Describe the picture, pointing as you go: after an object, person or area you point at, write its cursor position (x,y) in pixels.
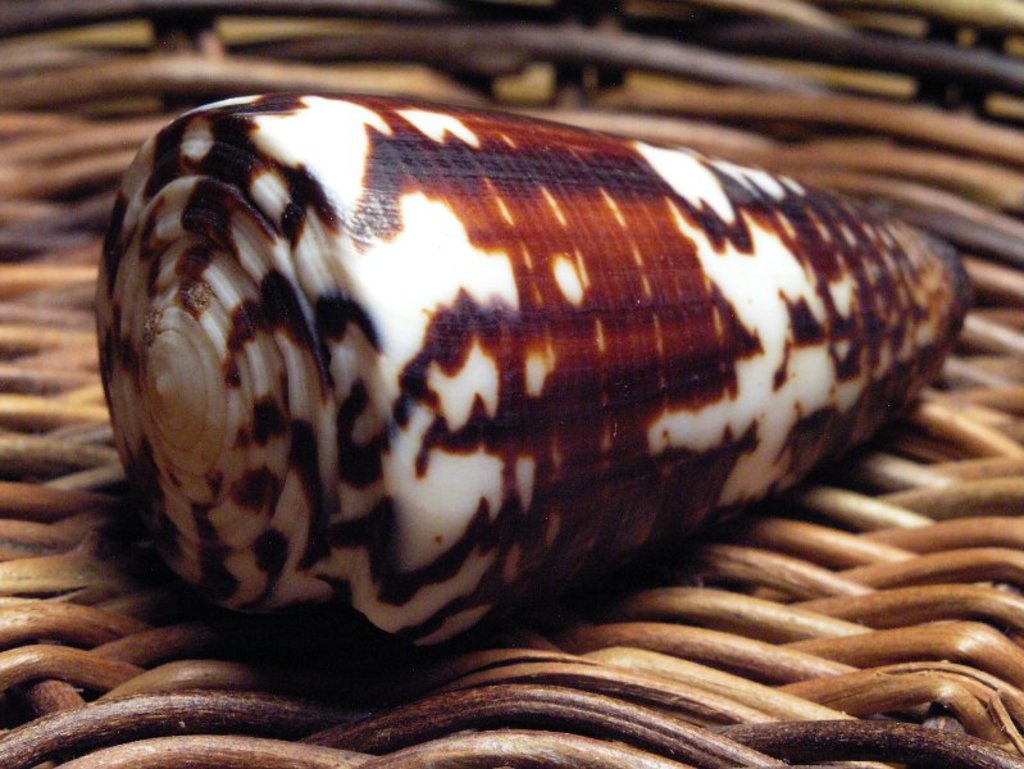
In the picture I can see a brown and white color shell (558,445) placed on the wooden basket (218,752).
